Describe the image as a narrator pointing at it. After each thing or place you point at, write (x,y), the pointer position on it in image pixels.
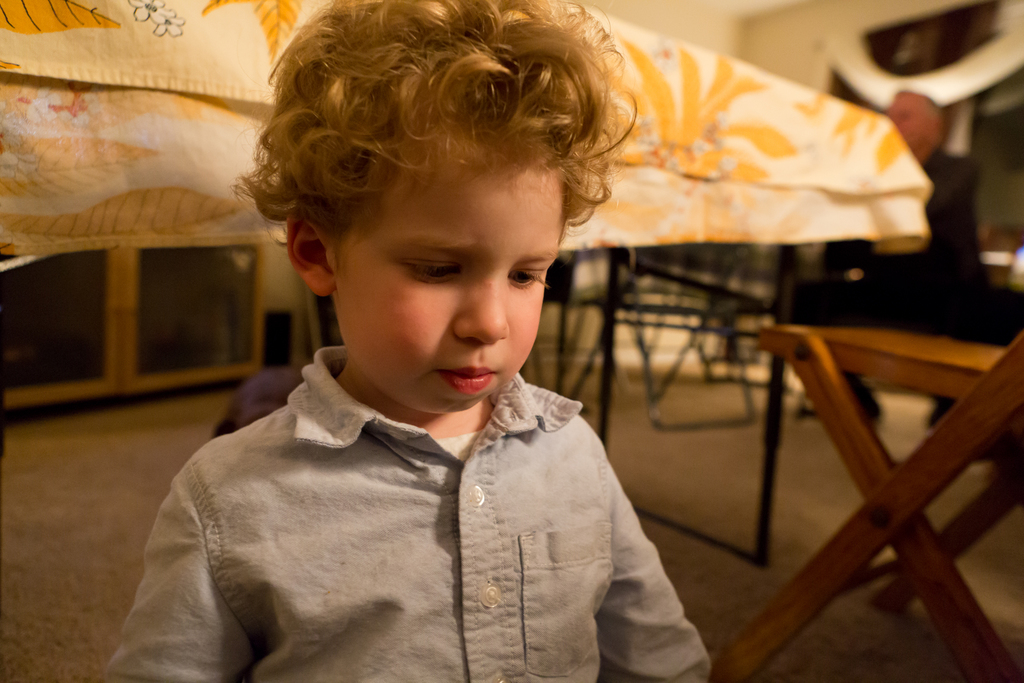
In this image we can see a child (390,443) sitting on the floor (648,506). In the background (675,65) we can see a table (866,191) and man (915,272) sitting on the chair (917,336).
